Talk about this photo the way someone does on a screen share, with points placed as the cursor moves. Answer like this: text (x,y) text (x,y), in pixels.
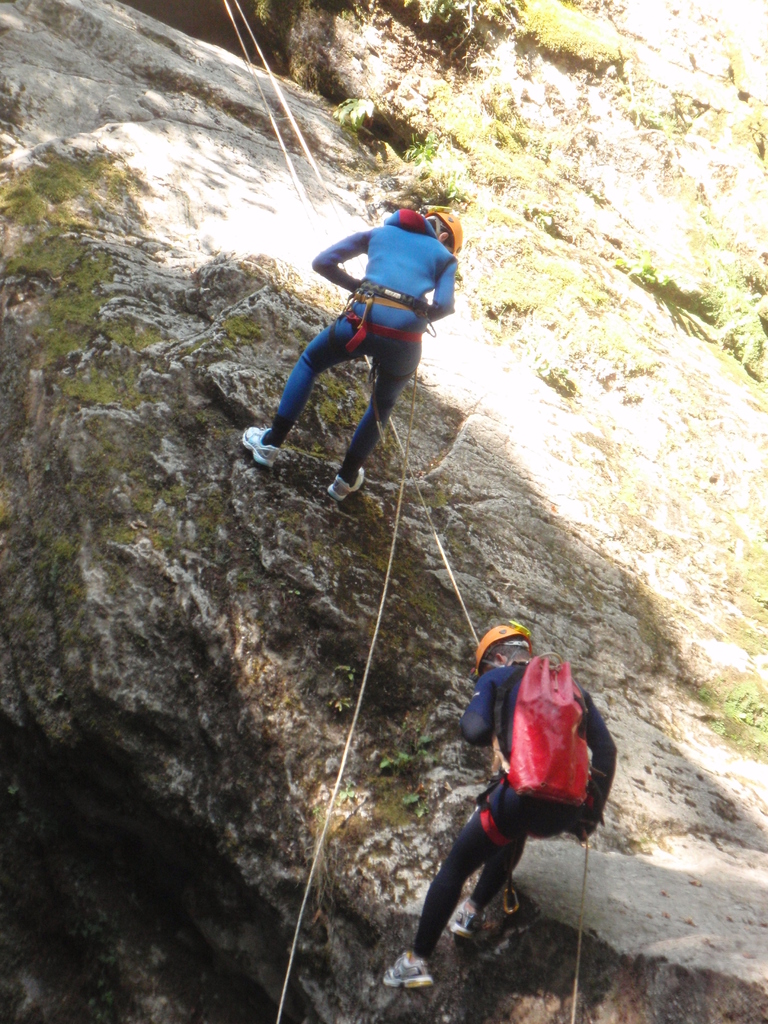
In this image there are people (432,913) doing rappelling on the rock mountains (387,885).
